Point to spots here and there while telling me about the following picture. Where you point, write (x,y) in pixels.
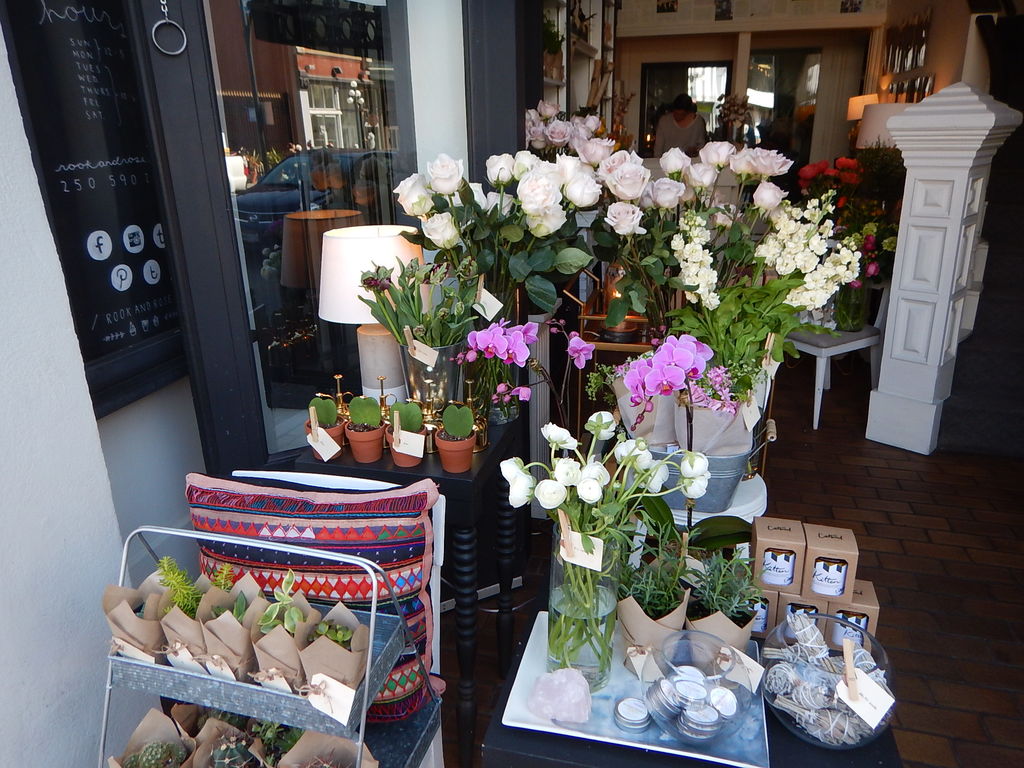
In this image, I can see the bunches of flowers (476,320), which are in the flower pots (738,460). These are the small plants (354,435). This looks like a cushion (402,549), which is placed on the bench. I can see a lamp (364,362). I think this is a pillar (929,281), which is white in color. In the background (688,152), I can see a person (690,111) standing. This looks like a glass door (319,191). I can see the reflection of a car (345,173) and the buildings (344,135). I think this is a frame (121,365), which is attached to the wall (130,434). This looks like a shop (656,38).
